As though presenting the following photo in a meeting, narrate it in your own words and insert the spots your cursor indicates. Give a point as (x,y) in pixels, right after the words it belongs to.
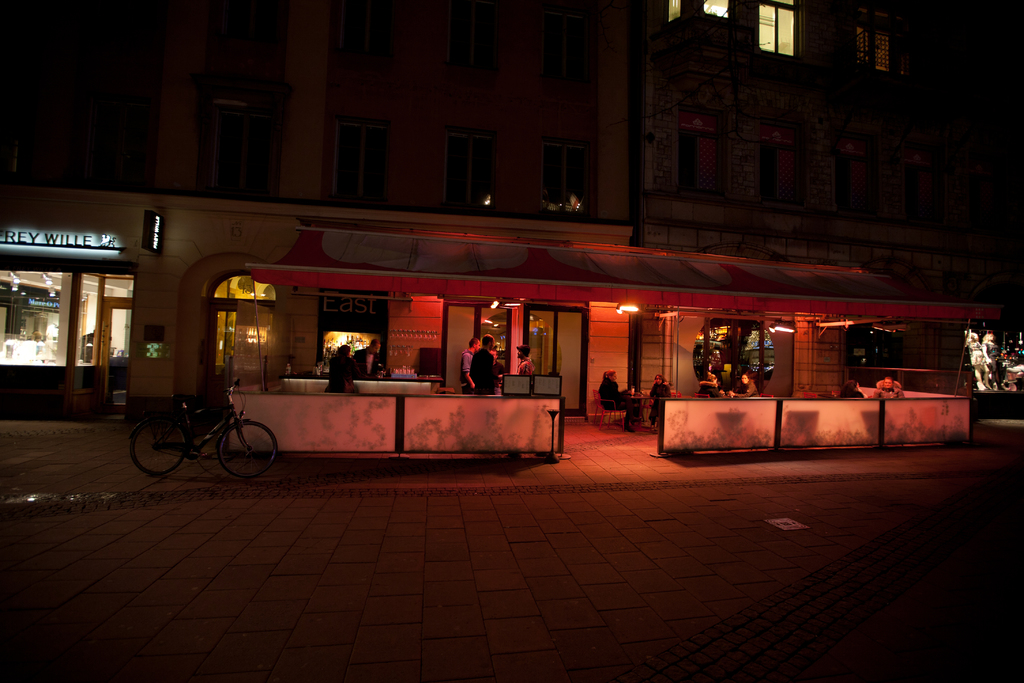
This image consists of a building (20,173). It has windows (103,154). In the middle (665,346) it looks like a store (906,385). There are some persons (609,408) standing in the middle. There are lights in the middle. There is a bicycle (157,422) on the left side (213,431).
